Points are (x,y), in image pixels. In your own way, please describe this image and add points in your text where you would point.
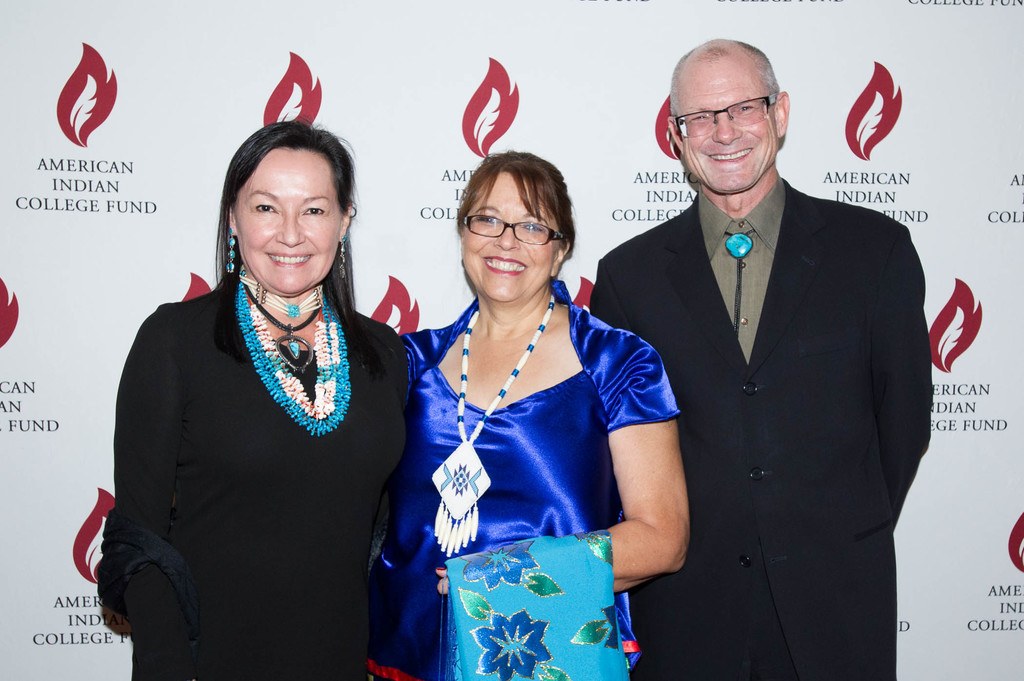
In this image we can see group of persons (529,314) standing. One woman (626,469) is wearing a blue dress (525,427) with spectacles (528,226). One person (808,199) is wearing a black coat (836,410). In the background (966,605), we can see a white wall (83,103) with some text (106,208) on it.
